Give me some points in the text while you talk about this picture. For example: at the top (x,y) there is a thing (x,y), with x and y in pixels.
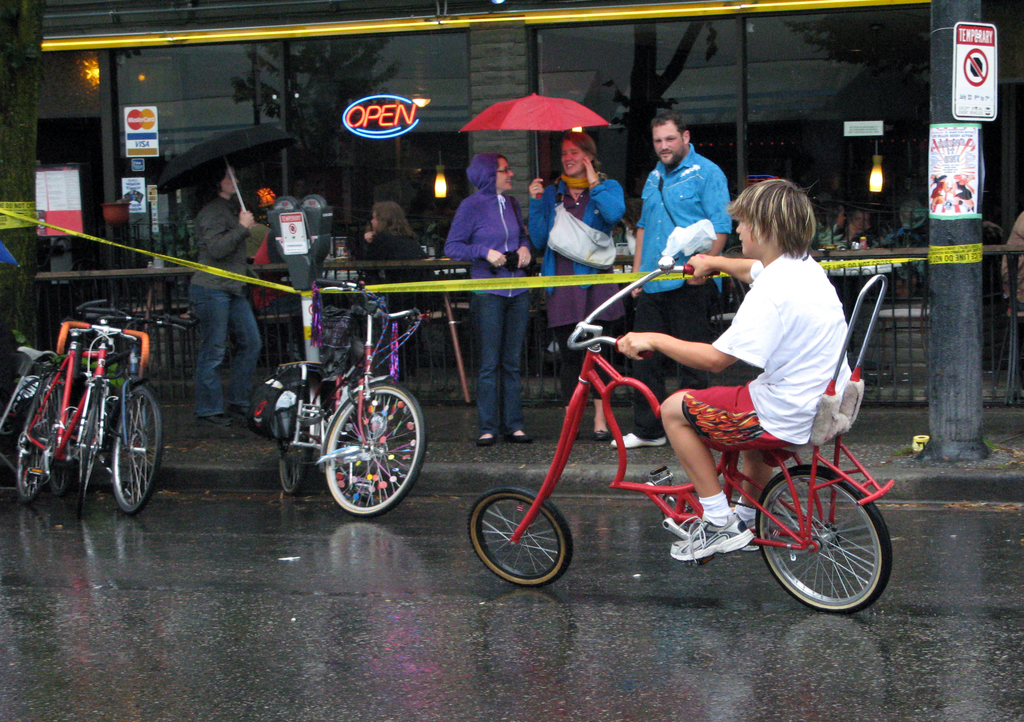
A person (779,346) is riding a red bicycle (578,400) wearing a white t shirt (790,368) and shorts (713,425). There are other bicycles (90,391) at the left (270,379). Other people (705,188) are standing at the back (680,131). A person (559,168) is holding a red umbrella (532,110) and other person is holding a black umbrella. There is a fencing (471,325), pole (975,227), sign board (977,54) and a building (668,61) at the back (615,50).
